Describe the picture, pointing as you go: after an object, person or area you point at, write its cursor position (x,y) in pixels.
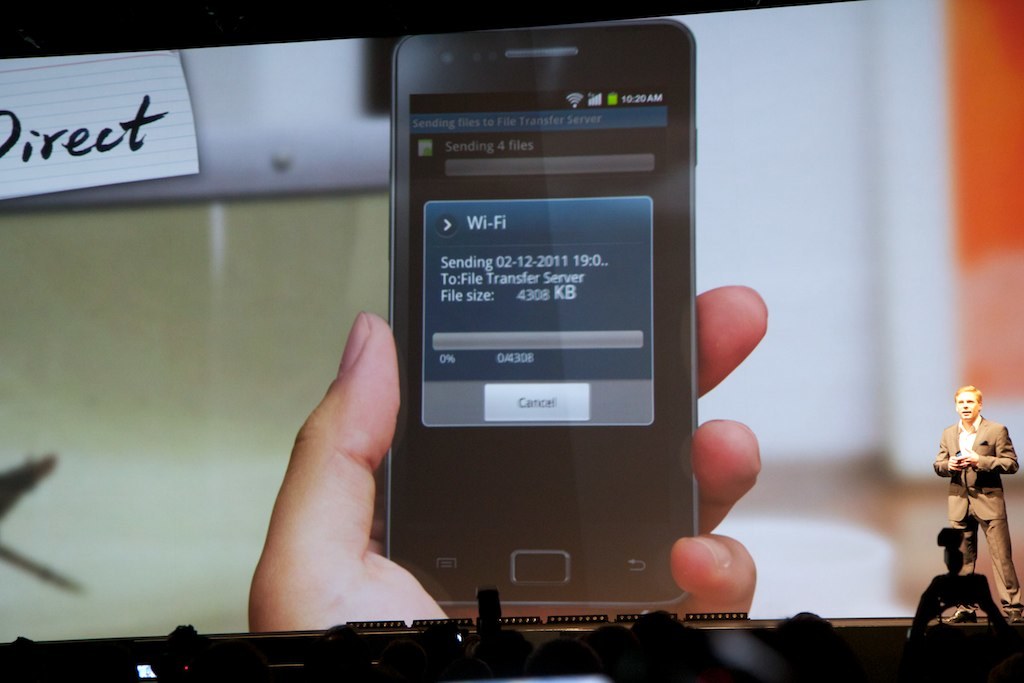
In the image there is a man (990,501) standing on the dais (867,628) and behind him there is a screen (533,450), it is displaying a mobile phone (426,509) and in front of the dais (1021,625) there is a crowd (1008,674).
